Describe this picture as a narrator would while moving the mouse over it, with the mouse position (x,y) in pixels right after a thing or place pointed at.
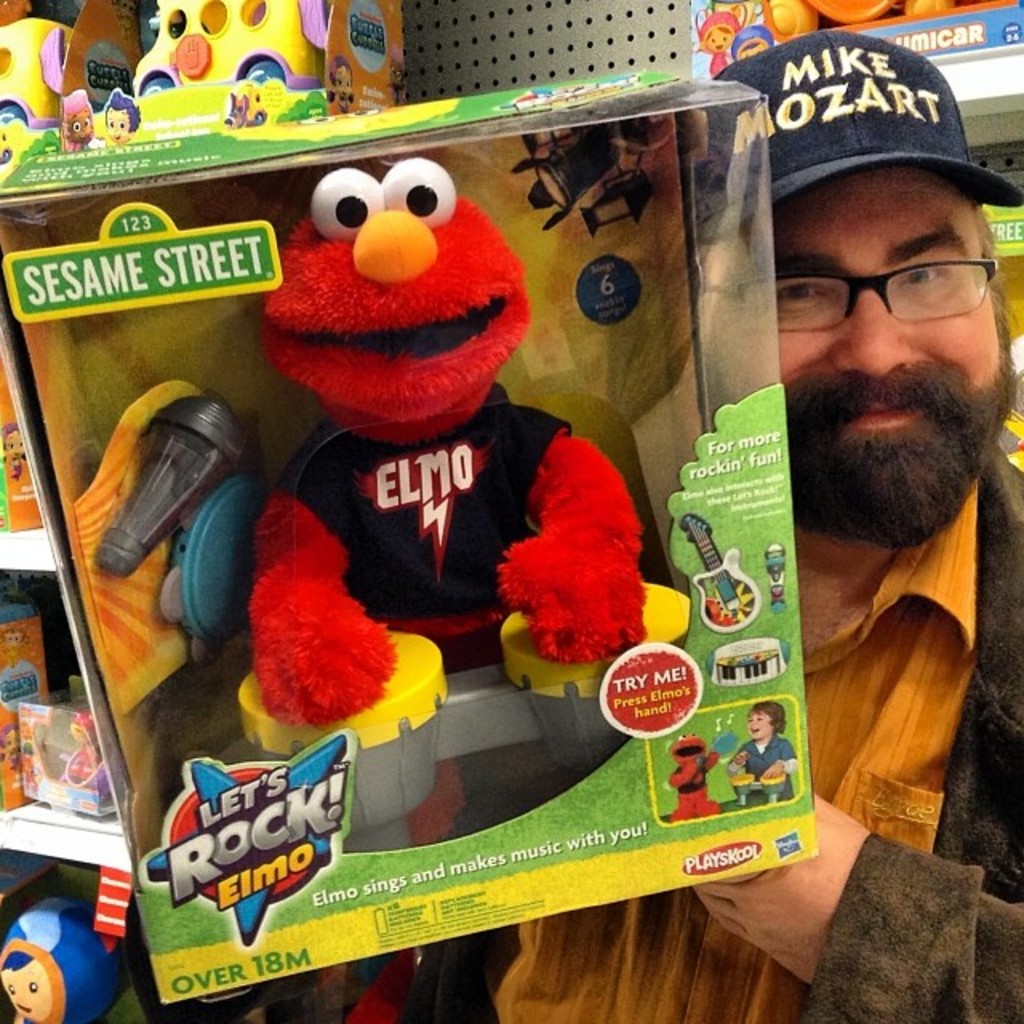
In this image we can see one person (876,368) wearing a cap (868,122) and holding the toys (449,249). And we can see some other toys (100,919).
